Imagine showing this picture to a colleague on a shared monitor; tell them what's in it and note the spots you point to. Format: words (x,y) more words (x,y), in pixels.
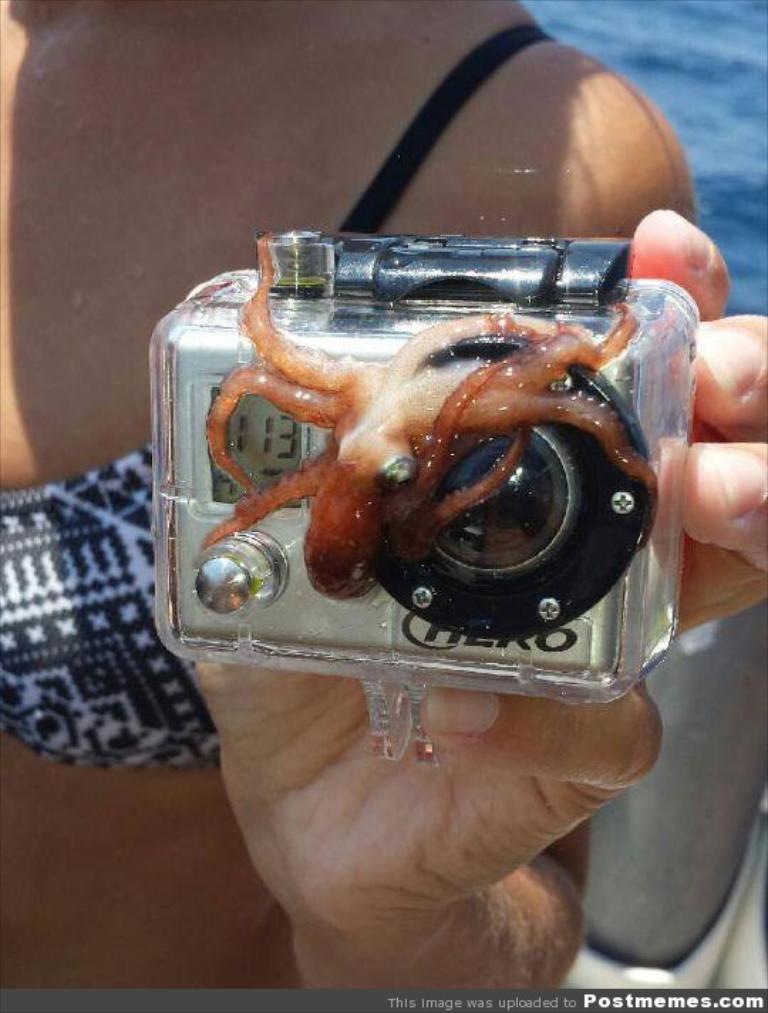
In this image we can see a person (221,264) holding an object (539,666). Behind the person (640,132) we can see water (674,35). In the bottom right (638,828) we can see an object (612,848).
